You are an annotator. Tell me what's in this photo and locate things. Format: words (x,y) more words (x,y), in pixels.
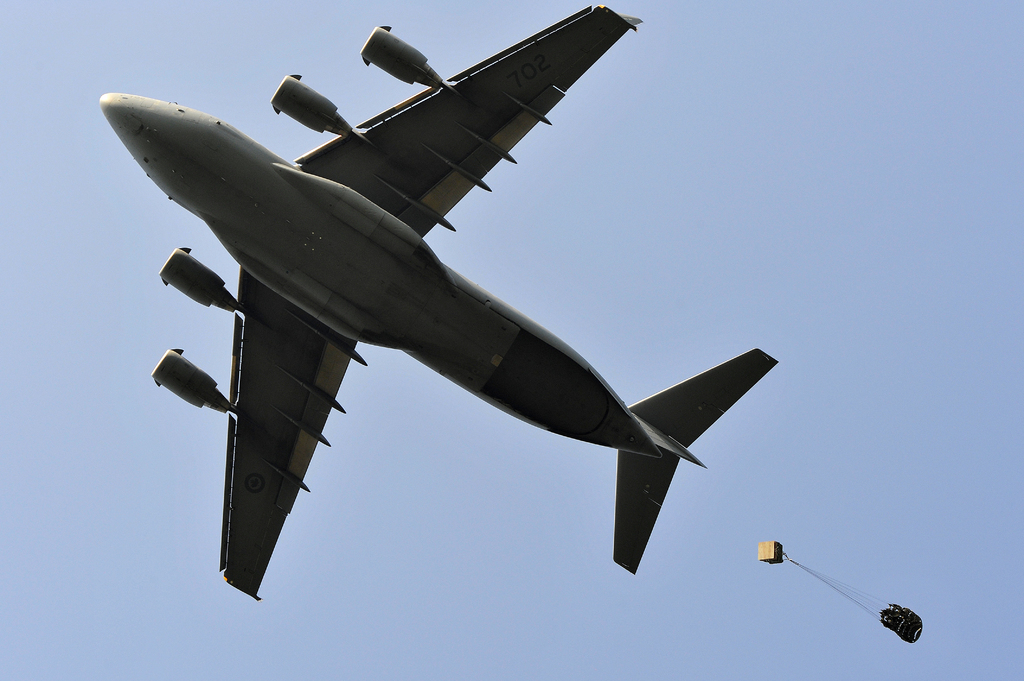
In this image I can see an aeroplane (330,252) flying in the air (554,608). In the bottom right-hand corner (884,613) there is a parachute (891,621). In the background (797,194), I can see the sky (883,172) in blue color.
